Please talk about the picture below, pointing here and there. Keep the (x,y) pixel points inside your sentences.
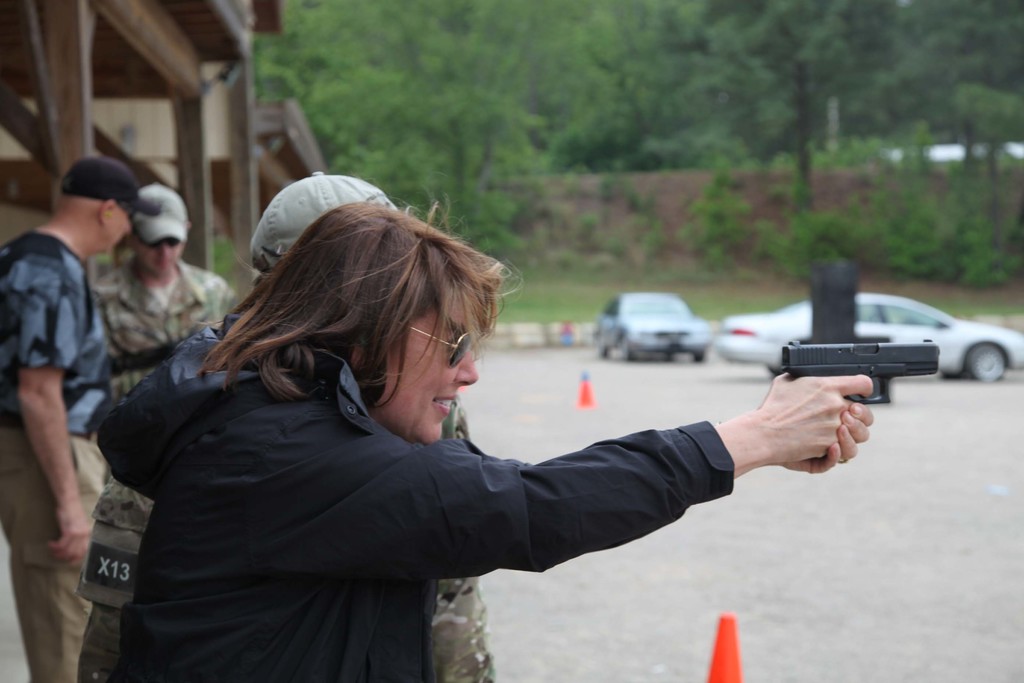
In this image in the front (333,468) there is a woman (338,490) standing and holding a gun (863,366) in her hand (816,396) and smiling. In the background (147,270) there are persons (227,304) standing, there are cars (758,327) on the road (1021,667), there are trees (380,168) and on the left side (83,112) there are wooden posts (185,105) and in the center (594,386) there are stands (721,661) which are red in colour.
